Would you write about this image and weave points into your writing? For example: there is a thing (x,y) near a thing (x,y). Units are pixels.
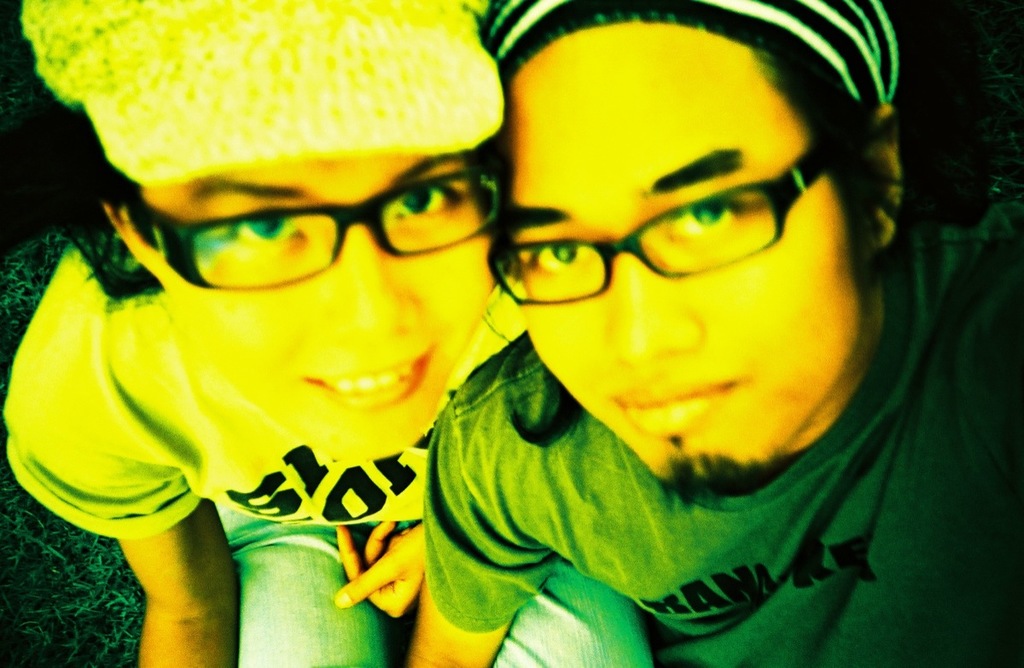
In this image I can see a girl (354,397) is sitting on the grass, she wore spectacles (307,271), t-shirt (292,496), trouser (268,572) and a cap (294,140). On the right side (868,230) a man (868,230) is also sitting. He wore green color t-shirt (741,534).
